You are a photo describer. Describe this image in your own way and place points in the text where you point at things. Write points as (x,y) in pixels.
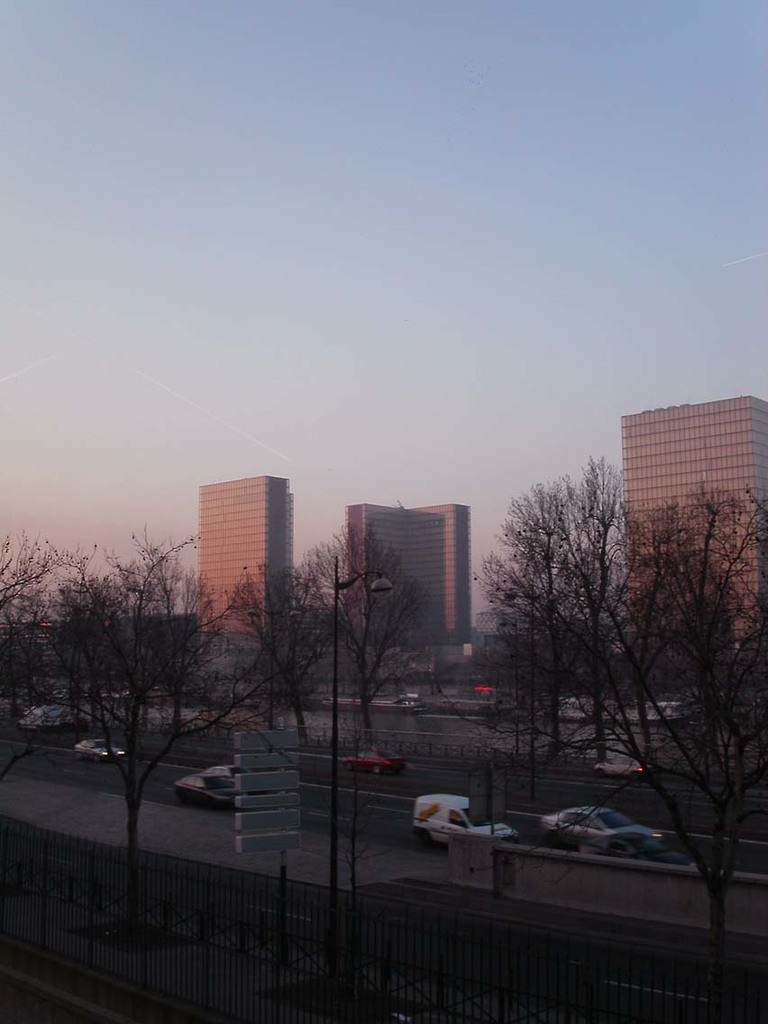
In this image there are buildings (269,613), trees (68,595), moving vehicles (428,802) on the road (190,765), railing (400,927) and sign boards (264,851). In the background (378,281) there is the sky (475,284).
